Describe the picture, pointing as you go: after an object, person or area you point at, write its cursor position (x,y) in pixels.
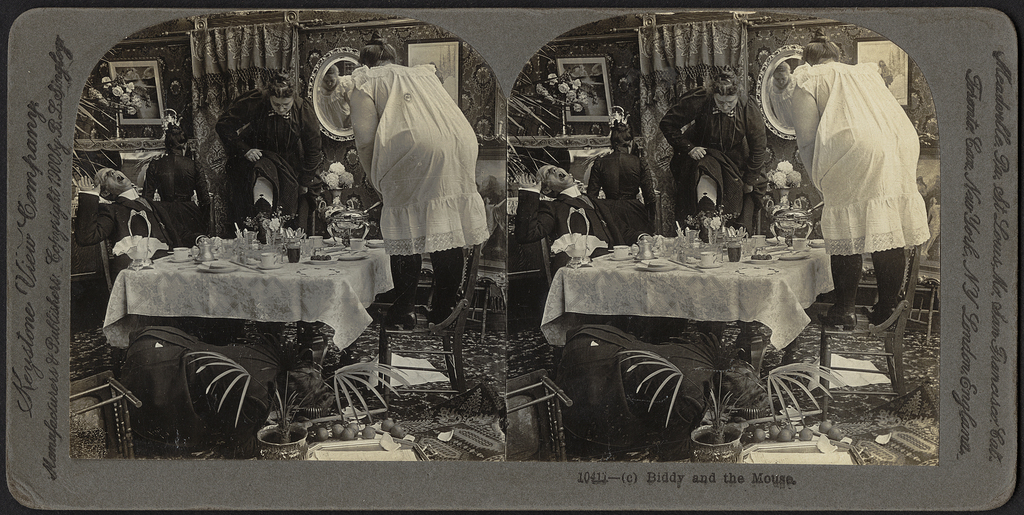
Here we can see two same pictures, in this picture we can see a table (314,298) and chairs (421,333), there are some glasses (292,260), plates (332,258), cups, saucers (214,265) present on the table (283,265), we can see a plant (298,398) in the front (298,398), on the right side (878,179) there is a person (443,207) standing on a chair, in the background (180,177) there are three persons (294,131), we can see a mirror (338,58), a curtain (211,78), a photo frame (155,97), some flowers (115,99), a portrait (427,57) in the background (428,58), there is some text (995,272) on the right side (1000,375) and left side (22,346).
